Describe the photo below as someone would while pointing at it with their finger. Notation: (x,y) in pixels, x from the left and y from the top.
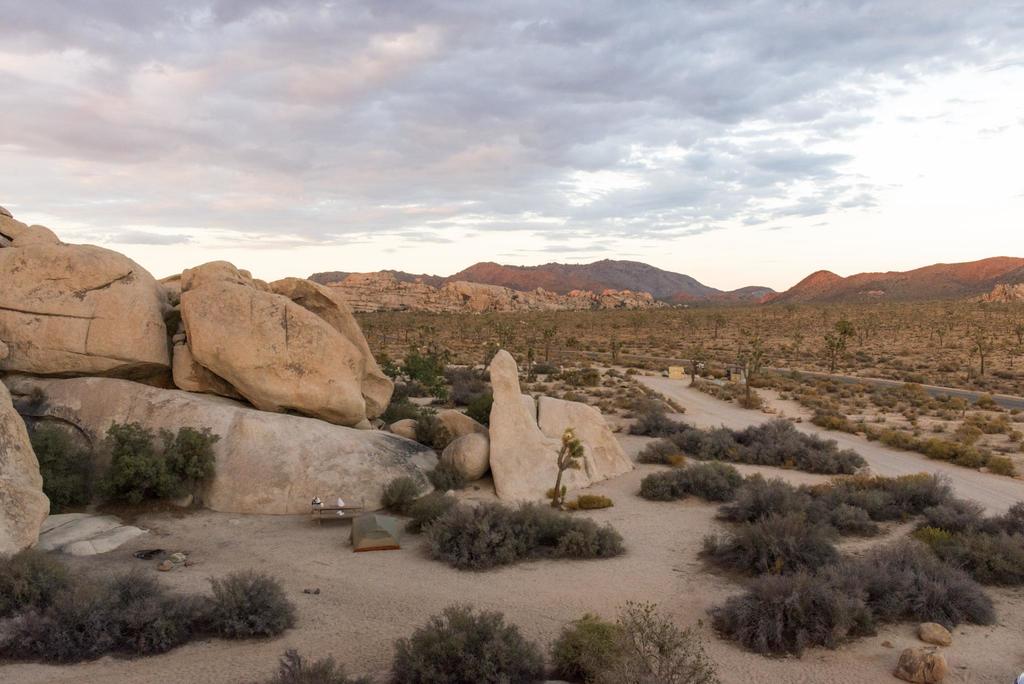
In this image we can see some rocks (454,309), trees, plants (503,514) and mountains (443,295), in the background (626,137), we can see the sky (621,129) with clouds (621,129).
